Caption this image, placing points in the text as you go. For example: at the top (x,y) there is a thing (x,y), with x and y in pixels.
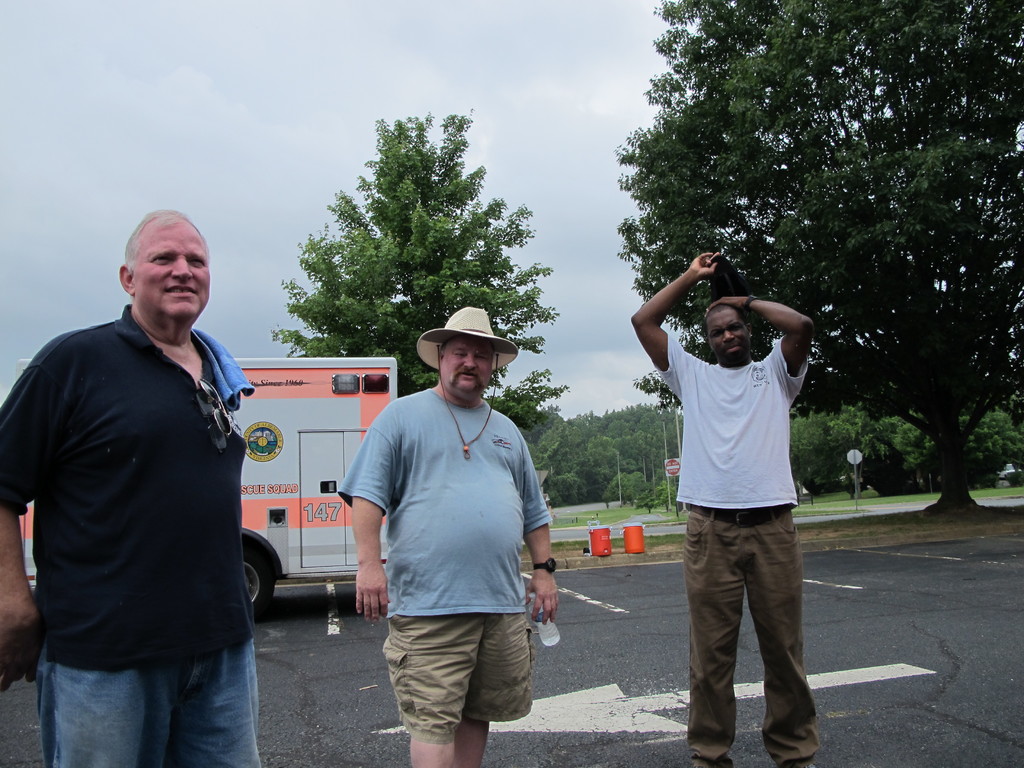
In this picture we can see few people (472,378), the middle person (481,440) wore a cap (461,330) and he is holding a bottle (537,610), in the background (312,442) we can see a vehicle (345,428) on the road (582,597), and also we can find few trees (960,278) and sign boards (667,466).
